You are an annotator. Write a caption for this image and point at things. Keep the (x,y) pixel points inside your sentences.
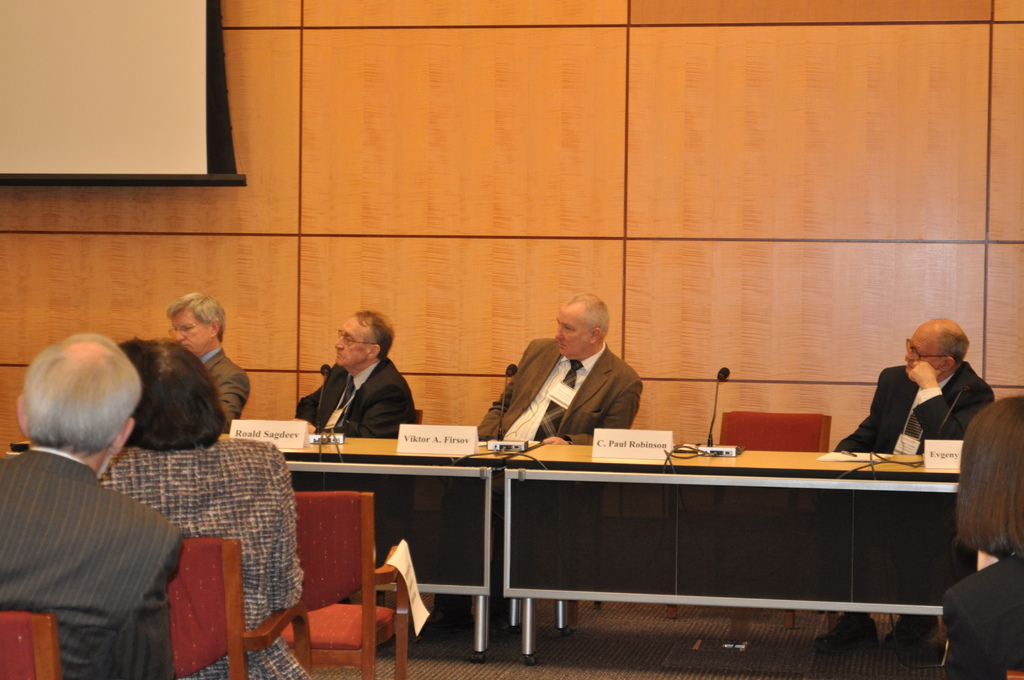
In this image we can see a few people (278,472) sitting on the chairs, among them some are sitting in front of the tables (524,527), on the tables (551,529) we can see some name boards (258,422), mics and some other objects (861,458), in the background (413,229) we can see a projector (220,147) and the wall (760,280).
